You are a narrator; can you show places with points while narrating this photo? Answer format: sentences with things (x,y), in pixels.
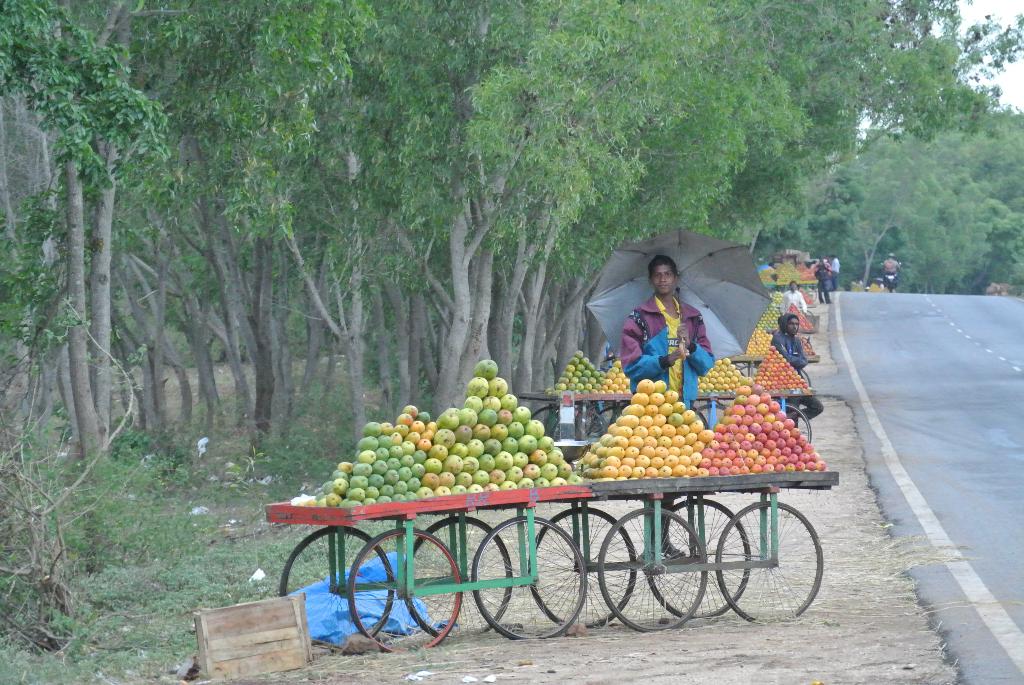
In this image there are trees (502,160), in front of the trees (630,217) there are fruits (647,406) arranged on so many vehicles (684,480) and there are a few people (673,344) standing in front of the vehicles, one of them is holding an umbrella (687,281) and there are few objects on the surface (855,414), there is a person (887,266) riding a bike (891,291) on the road (961,426). In the background (1010,14) there is the sky (1021,79).
